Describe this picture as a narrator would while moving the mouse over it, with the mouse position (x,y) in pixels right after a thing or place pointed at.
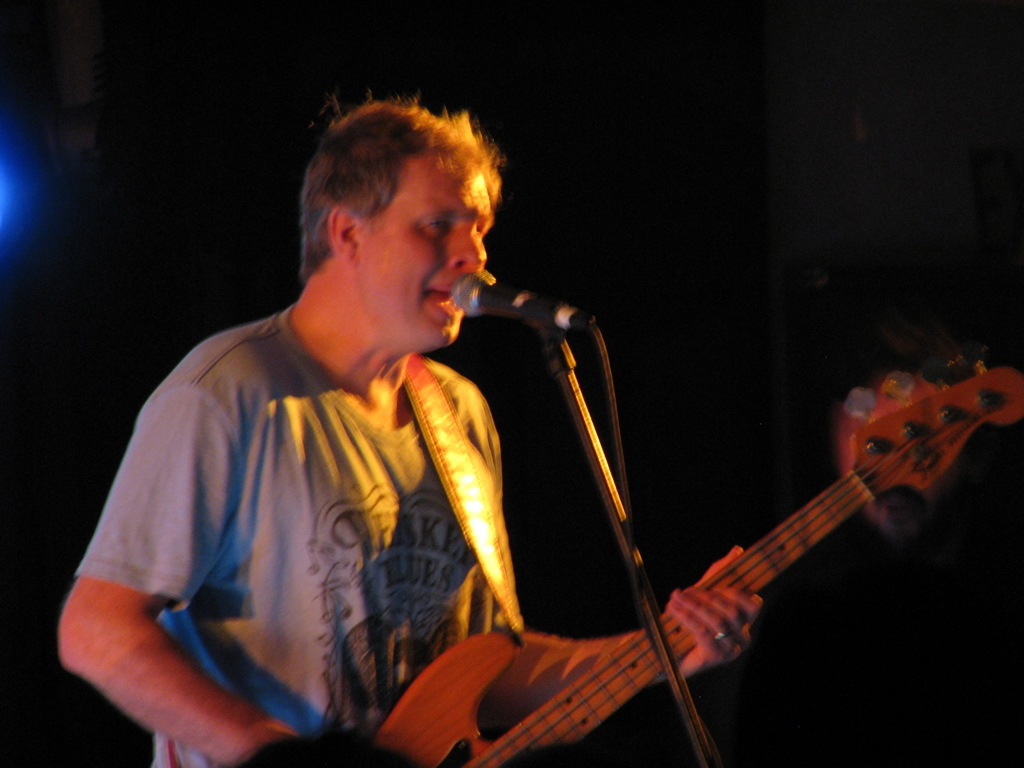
In the center (381,438) we can see one man (438,573) standing and holding guitar (497,660). In front of him we can see the microphone (533,294).
